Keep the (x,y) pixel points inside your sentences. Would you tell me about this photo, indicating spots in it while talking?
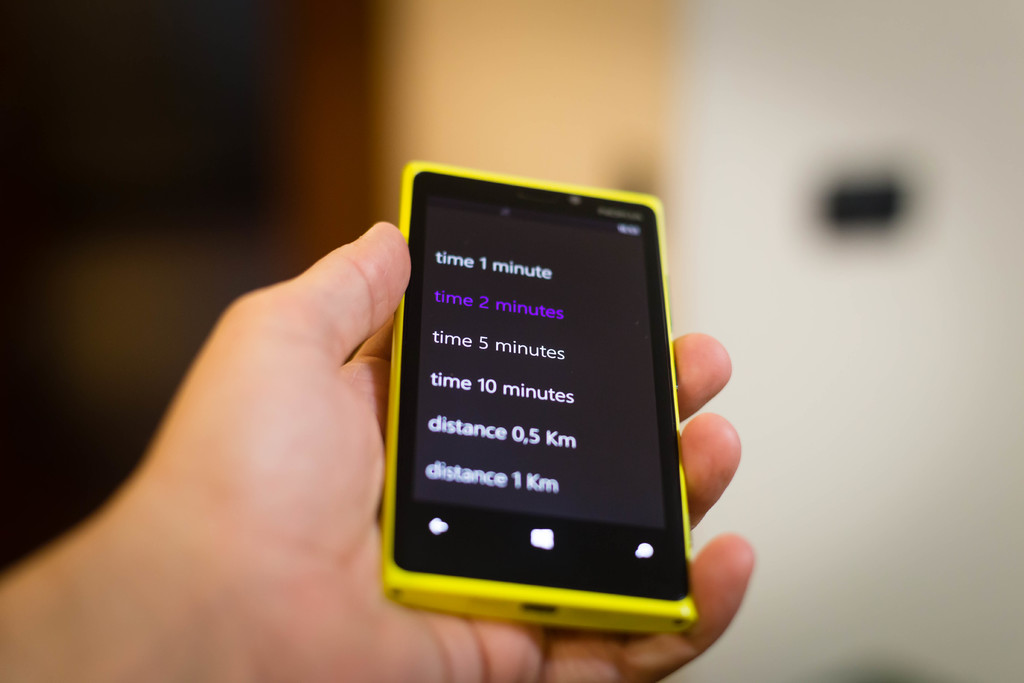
There is a person's hand (290,317) holding a yellow color mobile (666,262). The background (36,128) is blurred.
